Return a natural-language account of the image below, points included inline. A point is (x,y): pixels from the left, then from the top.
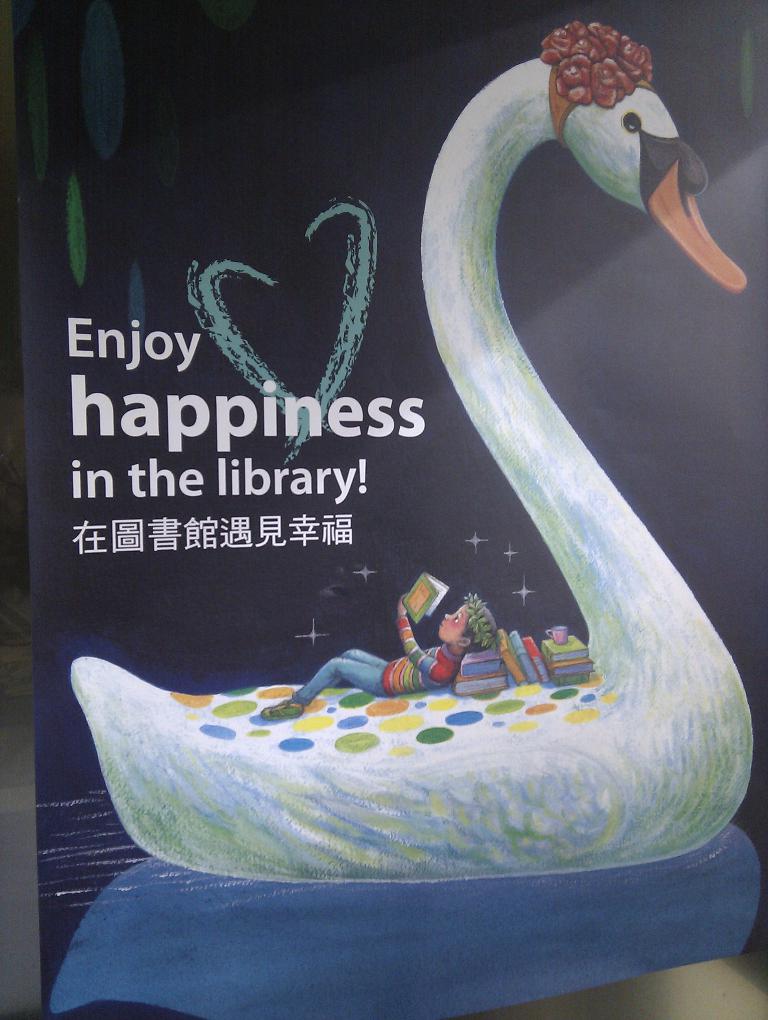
In this picture I can see there is a boy (450,634) lying on the swan (472,702) and he is reading books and there are some other books (550,669) here and this is a cover page (380,511) of a book (758,825).
